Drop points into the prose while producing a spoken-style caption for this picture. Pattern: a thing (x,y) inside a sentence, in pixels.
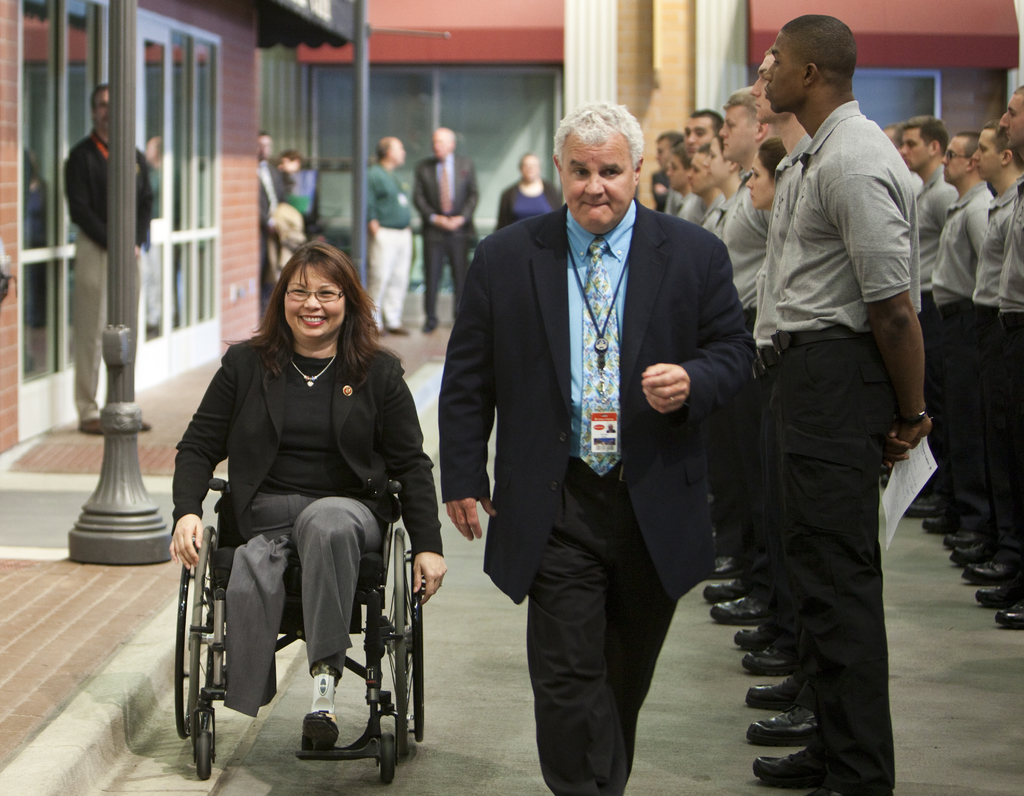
On the left side of this image (287,481) I can see a woman (263,488) is sitting on the wheelchair (355,603) and smiling. Beside her a man (548,339) is wearing a black color suit (528,403), blue color shirt (568,281) and walking on the floor (489,657). On the right side (797,325), I can see few people (824,283) are wearing t-shirts (829,232), black color trousers (827,419) and standing facing towards the left side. On the left side (27,215), I can see a building (158,111) along with the pillars (121,230) and a person (94,198) is standing on the floor (59,449). In the background (386,188), I can see some more people (399,202) are standing and also there is a wall (498,48).
